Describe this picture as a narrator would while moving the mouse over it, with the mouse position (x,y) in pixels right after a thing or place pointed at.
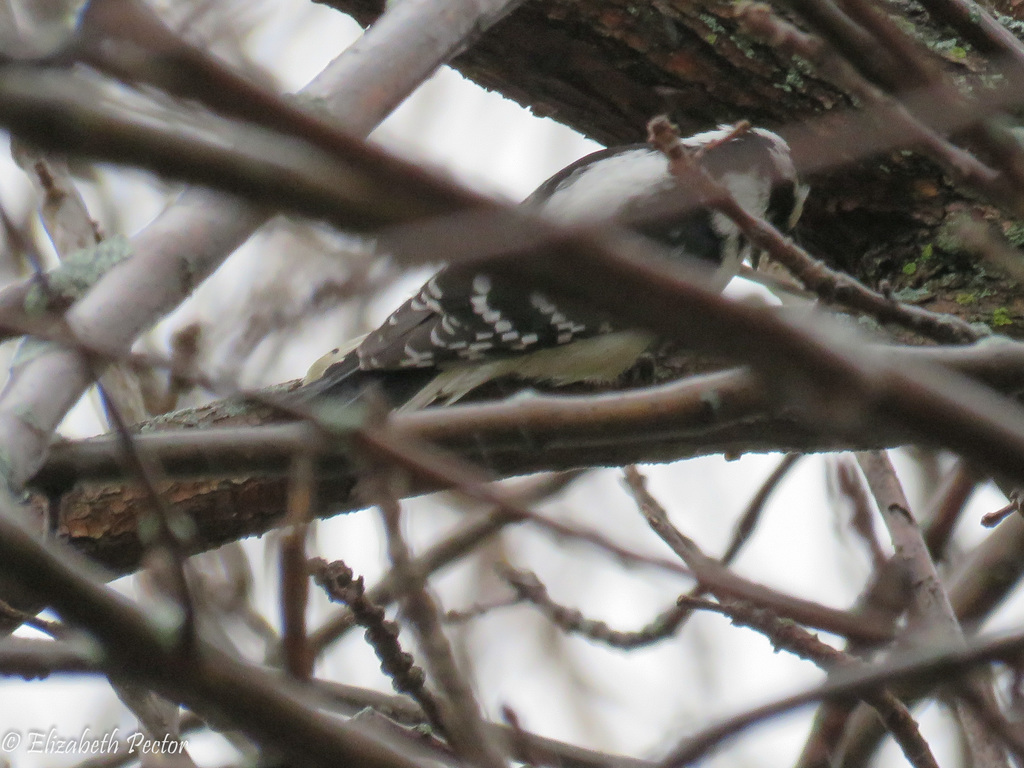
In this image we can see a bird (649,222) on a tree branch (608,54). In the foreground of the image (768,223) there are twigs (588,270).
